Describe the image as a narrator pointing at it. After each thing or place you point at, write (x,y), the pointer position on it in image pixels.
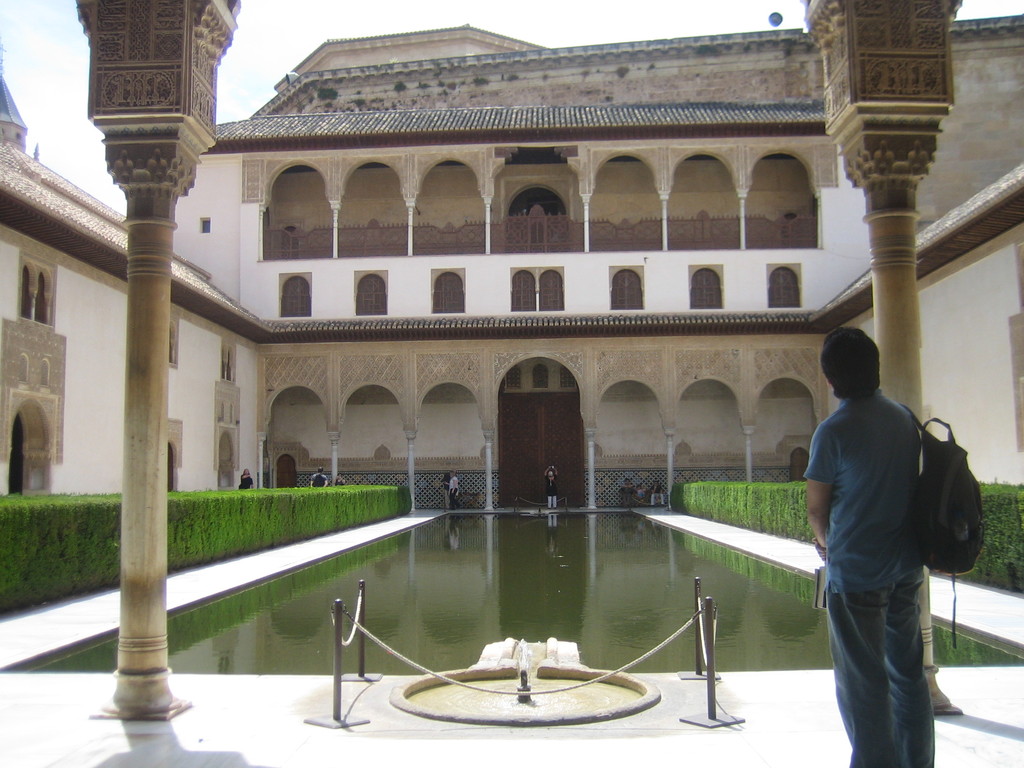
In this image we can see a person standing on the right side (914,462) and carrying a bag (938,469) on the shoulder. We can see a fence (367,660) around a fountain (438,707). In the background (605,602) we can see water (470,565), pillars (121,600), plants (116,581) on the left (109,490) and right side (1005,573), few persons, building (292,376), windows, doors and sky (528,12).
